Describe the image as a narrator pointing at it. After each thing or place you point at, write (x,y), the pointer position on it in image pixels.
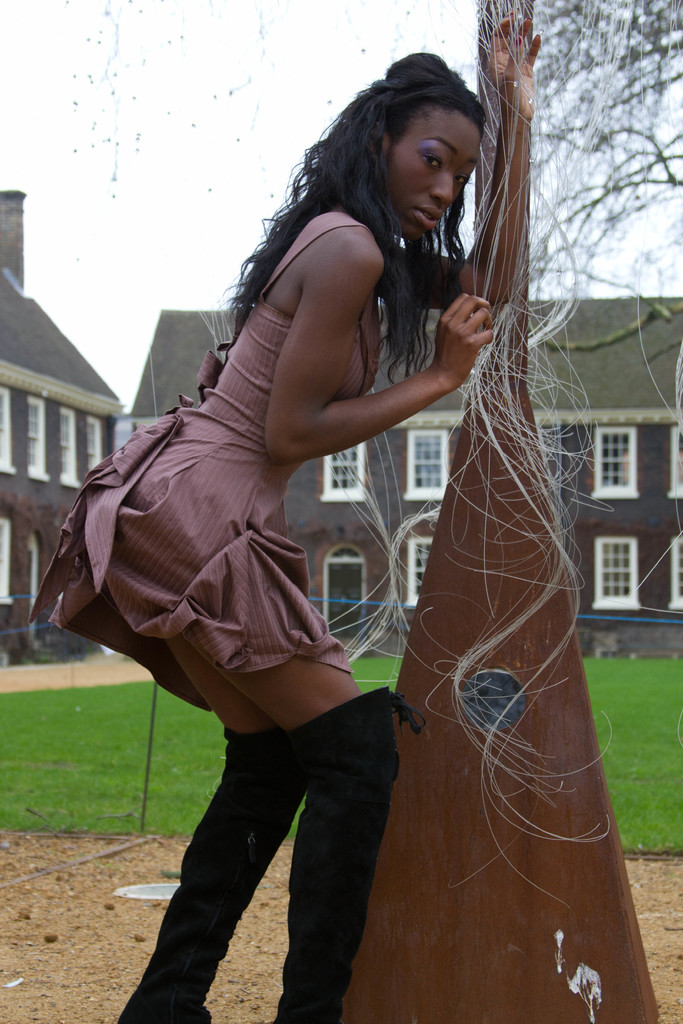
In this image, we can see a woman (207,447). Beside her there is a wooden object (496,773). On the right side of the image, there is a tree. In the background (33,650), there are buildings (8,609), walls (323,566), windows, grass (30,729), walkways (87,848) and the sky (675,229).
